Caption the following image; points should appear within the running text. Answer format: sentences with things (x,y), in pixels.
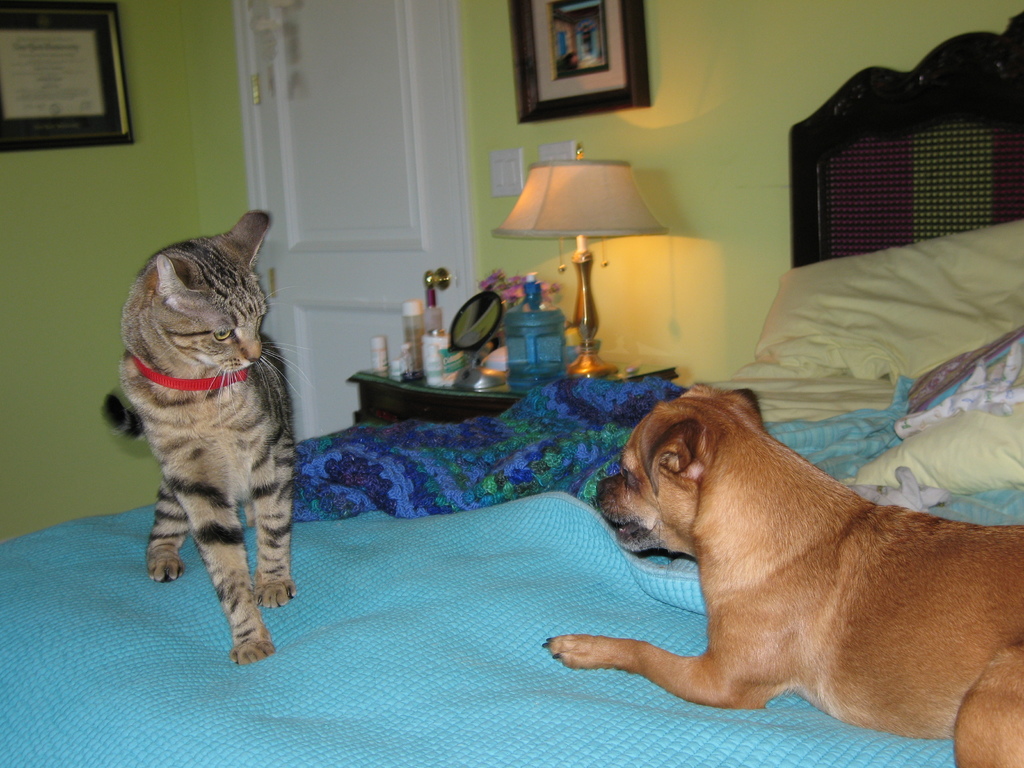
In this picture we can see a dog (702,564) and a cat (235,370) is on the bed (298,588), besides to the bed (425,427) we can find a lamp (541,180) and bottles (529,355) on the table (408,410) and also we can see wall paintings (94,119).
